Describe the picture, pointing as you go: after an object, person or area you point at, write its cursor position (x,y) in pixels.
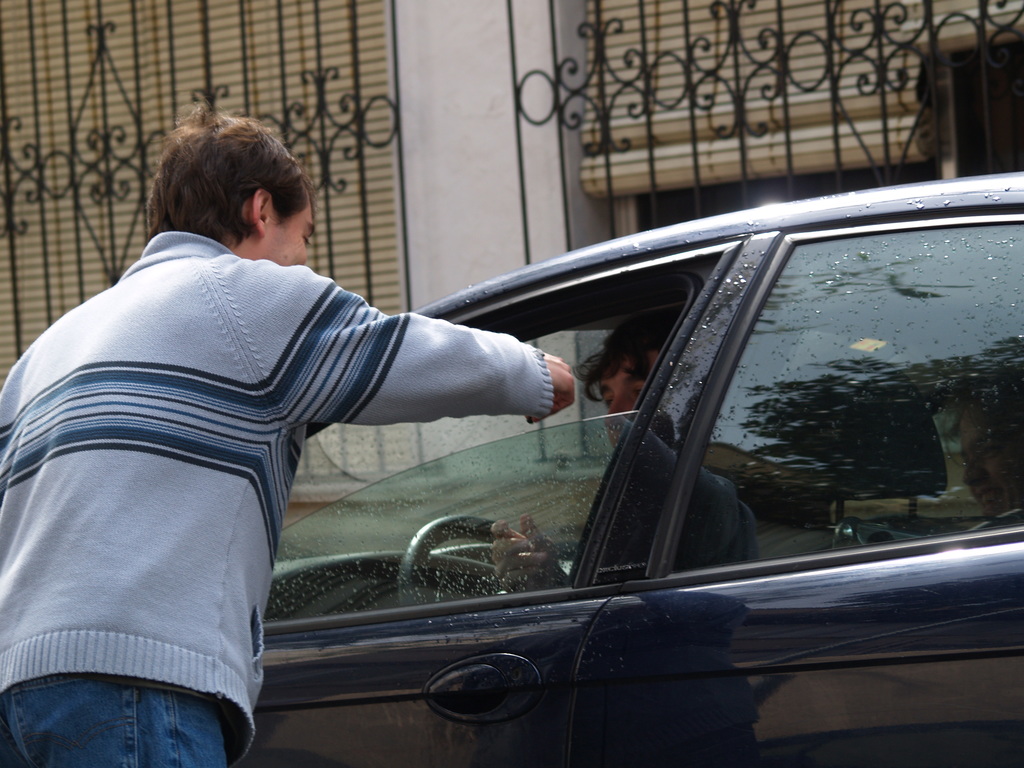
In this picture there is a person (403,391) standing outside there is a vehicle (576,663) and a person (639,372) sitting inside the car (603,517) and there is a wall (452,122) and Gate (603,150).
